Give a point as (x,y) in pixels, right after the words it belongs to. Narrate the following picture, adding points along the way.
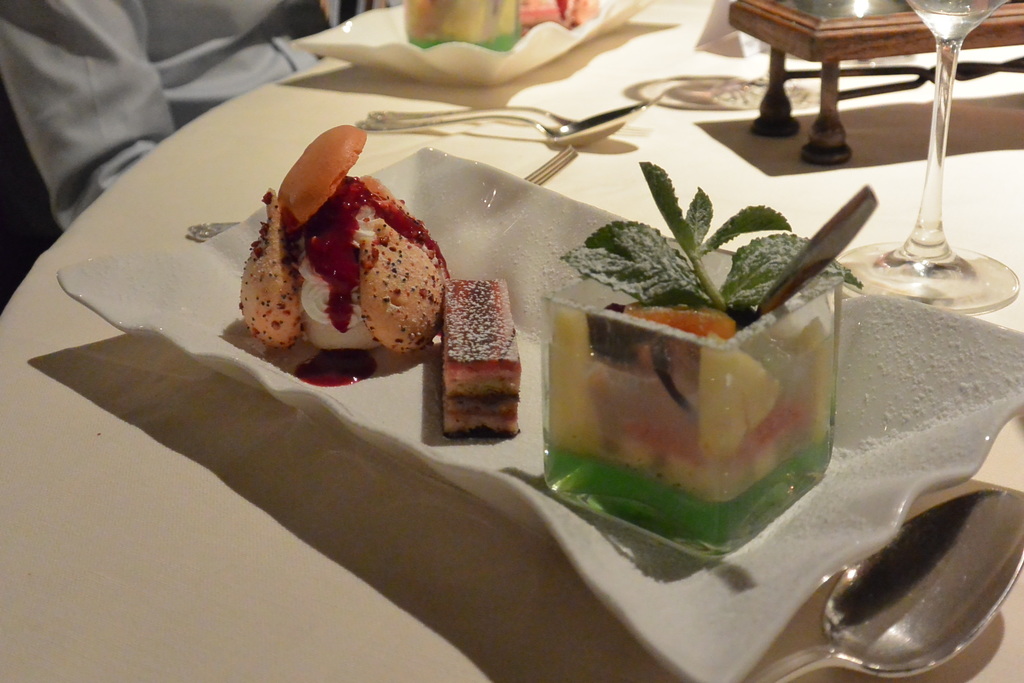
In the center of the image (413,439) there is a table (675,56) on which there are food items (431,293) in a plate (796,572). There are spoons (916,557), glass (957,15). In the background of the image (186,10) there is a person (80,146).
